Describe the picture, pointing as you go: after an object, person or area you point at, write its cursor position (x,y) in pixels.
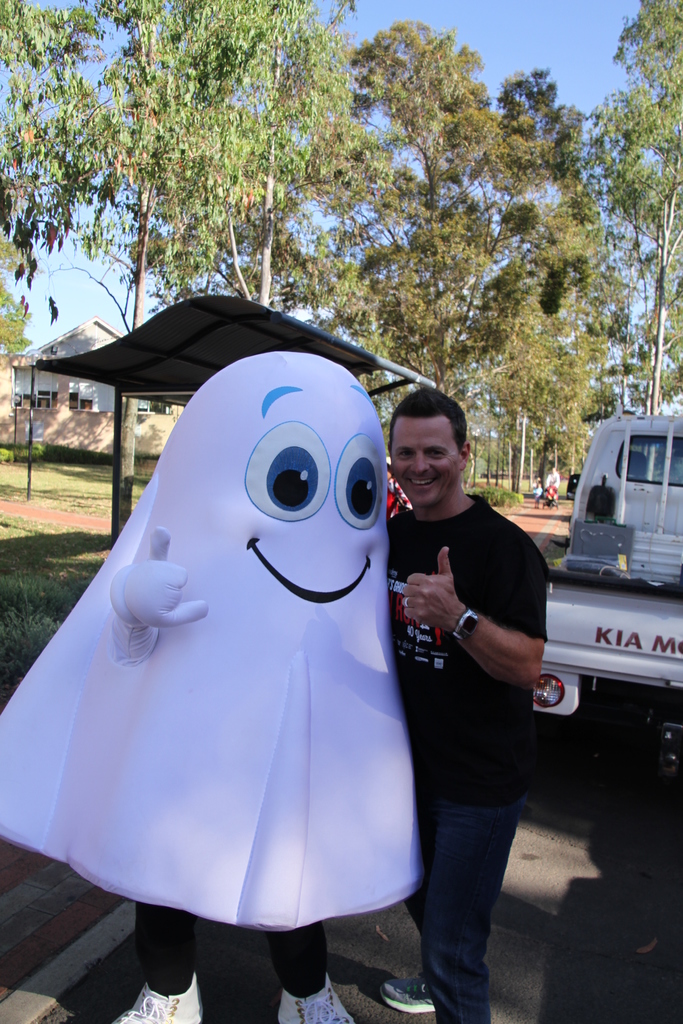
In the center of the image (440,544) we can see a man (416,716) standing, next to him there is a ghost mascot (191,936). In the background (604,729) there is a vehicle (639,715) on the road (535,940), shed (160,355), building (42,347), trees (316,197) and sky (500,52).
